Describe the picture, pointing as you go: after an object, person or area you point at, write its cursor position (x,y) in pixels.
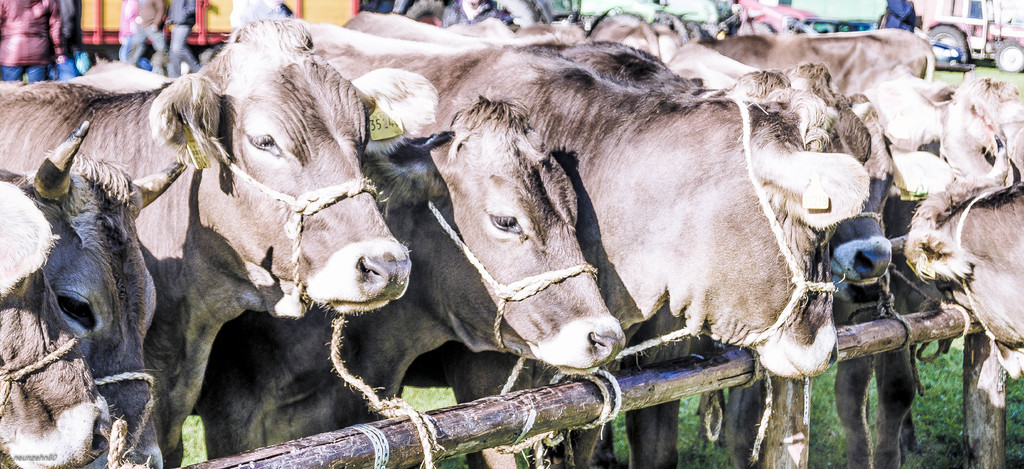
In the center of the image (606,310) there are cows (156,82) tied to a wooden rail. In the bottom of the image (931,401) there is grass (925,414).
